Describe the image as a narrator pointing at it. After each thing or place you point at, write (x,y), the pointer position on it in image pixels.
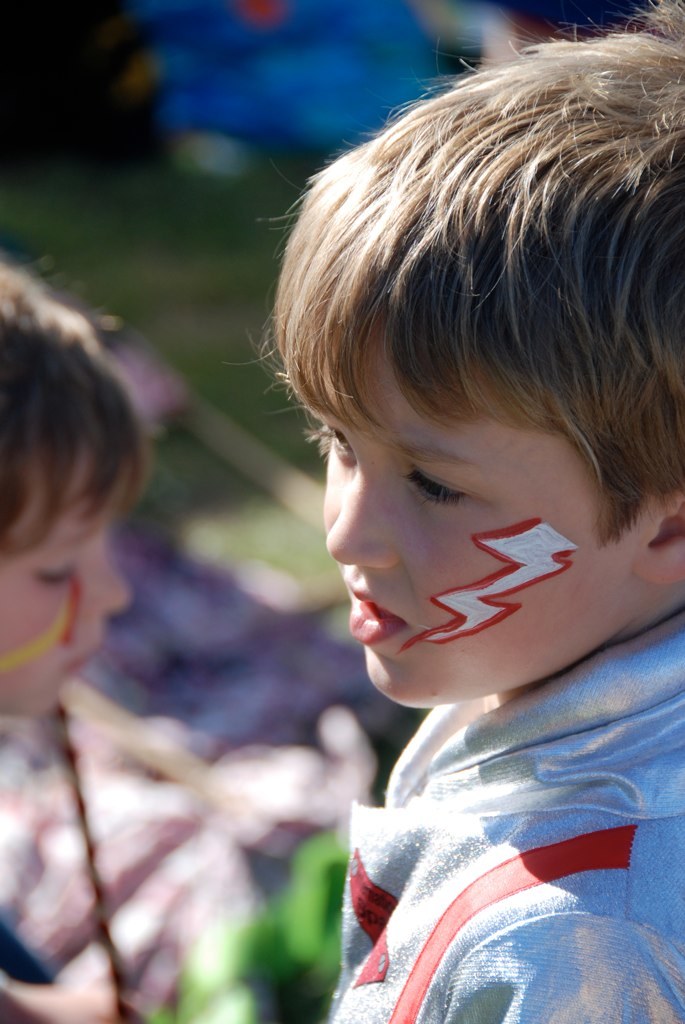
In this image in the foreground (508,638) there is one boy (569,715), and in the background (282,671) there is another boy (34,651) and there are some objects (354,38) and grass (228,301).
